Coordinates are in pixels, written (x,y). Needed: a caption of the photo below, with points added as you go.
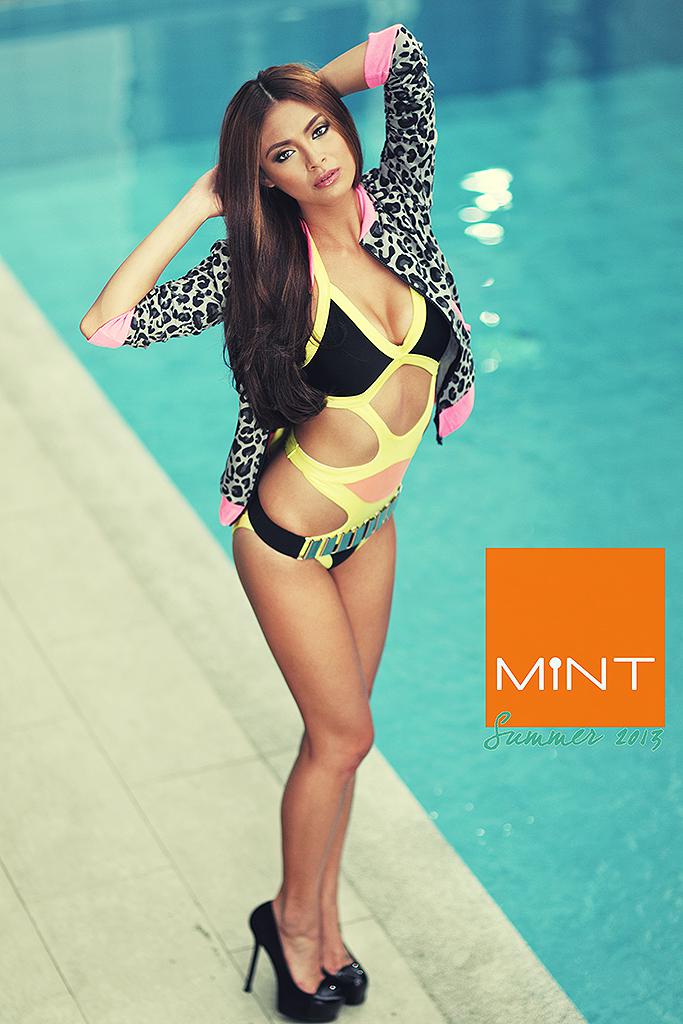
In the picture we can see a woman (232,117) standing near the swimming pool (573,226).
